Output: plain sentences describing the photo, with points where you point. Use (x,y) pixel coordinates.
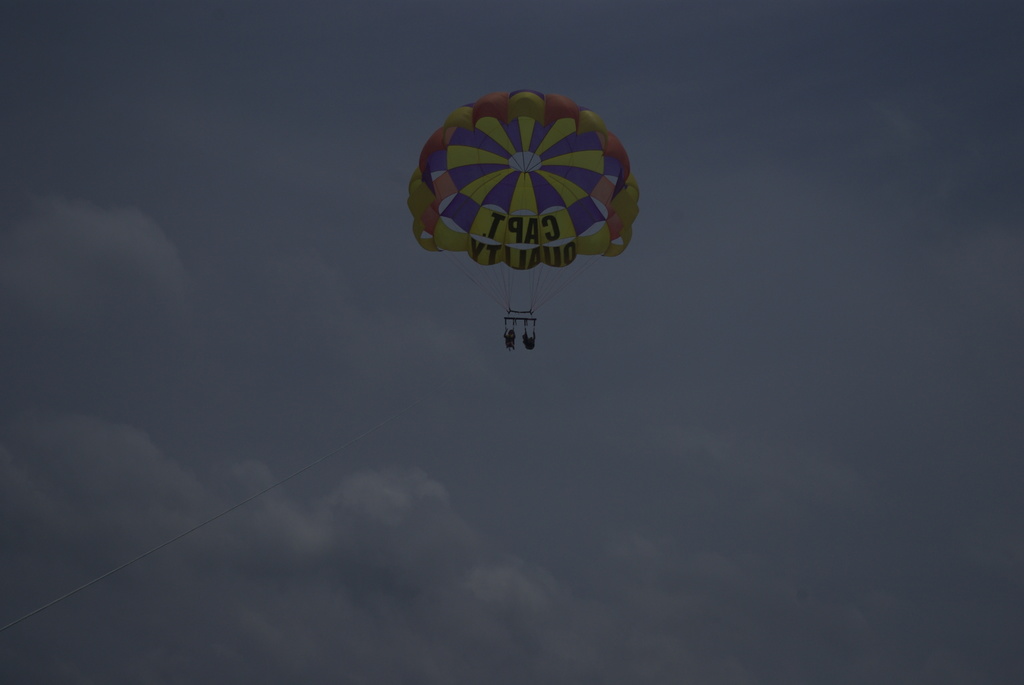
In this image we can see two persons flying with the help of a parachute (486,256), also we can see the clouded sky (517,446).
